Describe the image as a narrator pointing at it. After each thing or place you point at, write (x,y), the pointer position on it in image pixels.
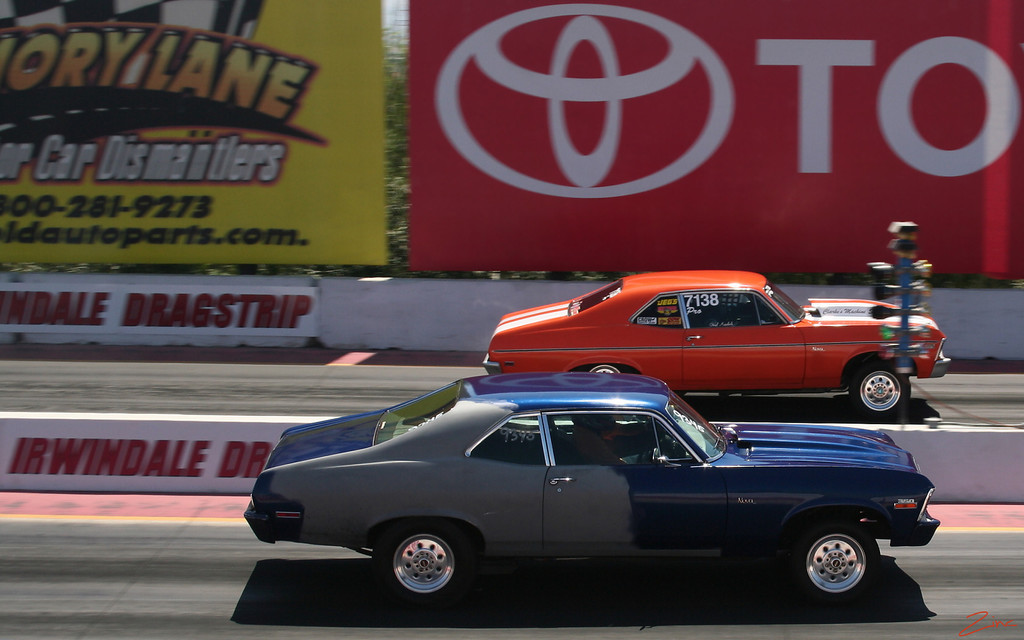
In this image I can see two cars (680,343) which is in blue and orange color. I can see a red and yellow color banners (492,131) and trees (408,125).
